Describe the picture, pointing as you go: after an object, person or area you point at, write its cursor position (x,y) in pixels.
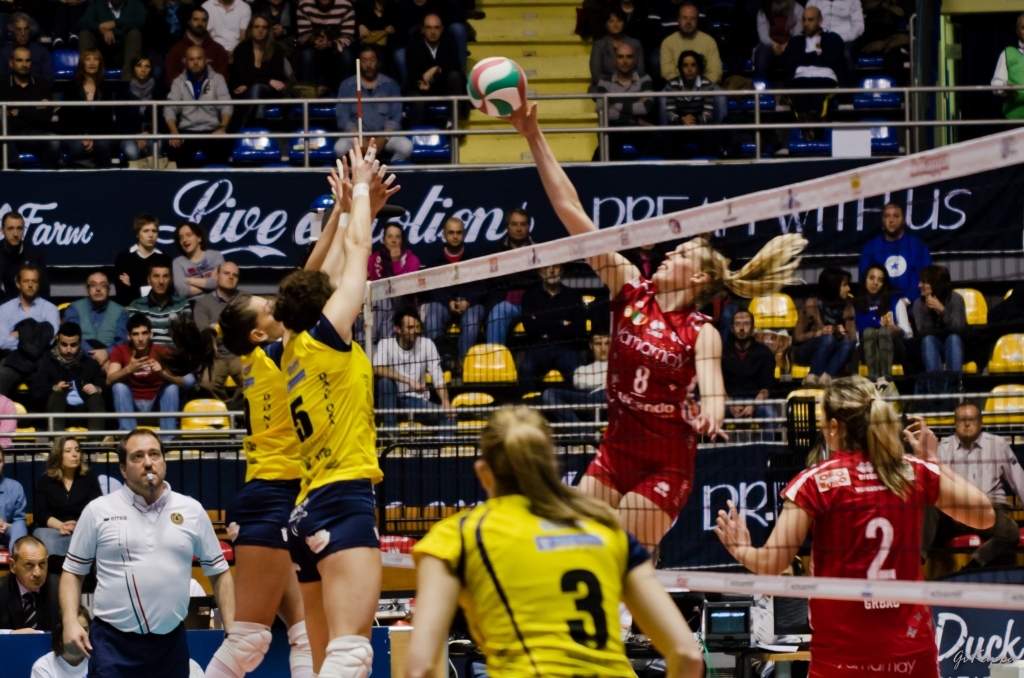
In this image there are group of audience (148,305) sitting on the chairs (195,406), there is a board (120,205), there is text (926,227) on the board (51,200), there is a ball (522,87), there are players (524,547) playing volleyball, there is a net (755,343) truncated towards the right of the image (943,156), there are person (1012,73) truncated towards the right of the image (1000,66), there are chairs (1012,340) truncated towards the right of the image (1021,350), there are person (14,75) truncated towards the left of the image (75,590), there are person (511,623) truncated towards the bottom of the image (127,615).
